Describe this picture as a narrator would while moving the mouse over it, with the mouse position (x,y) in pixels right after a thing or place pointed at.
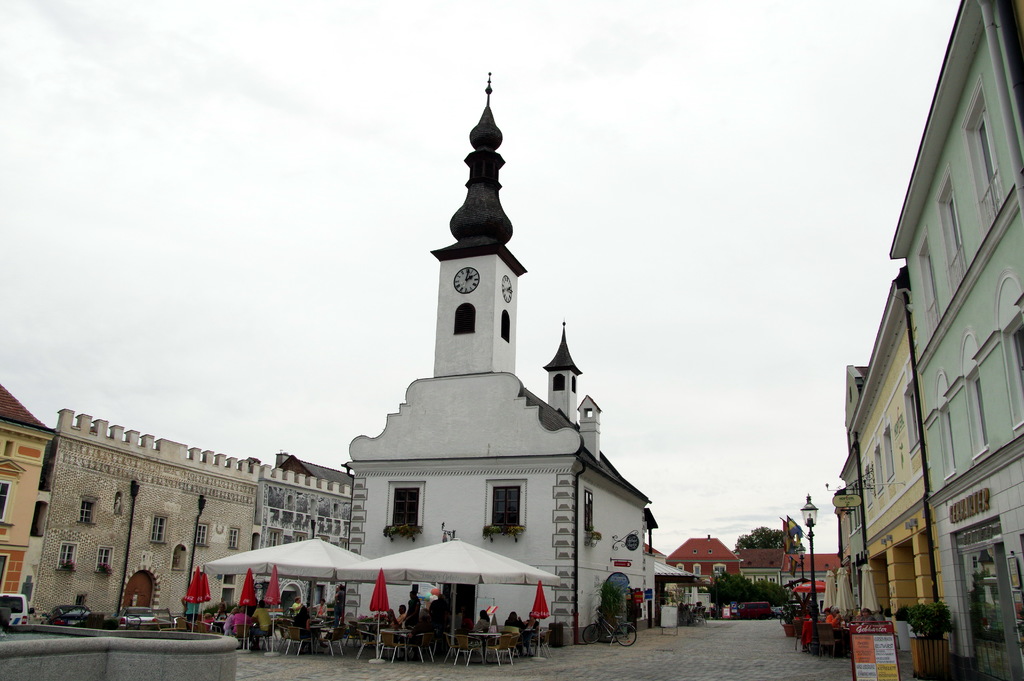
In this picture we can see umbrellas (330,546), vehicles (740,609) on the ground (618,648), buildings (1023,441) with windows (973,441), trees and a group of people (339,618) sitting on chairs (541,632) and in the background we can see the sky (578,336) with clouds (329,408).
